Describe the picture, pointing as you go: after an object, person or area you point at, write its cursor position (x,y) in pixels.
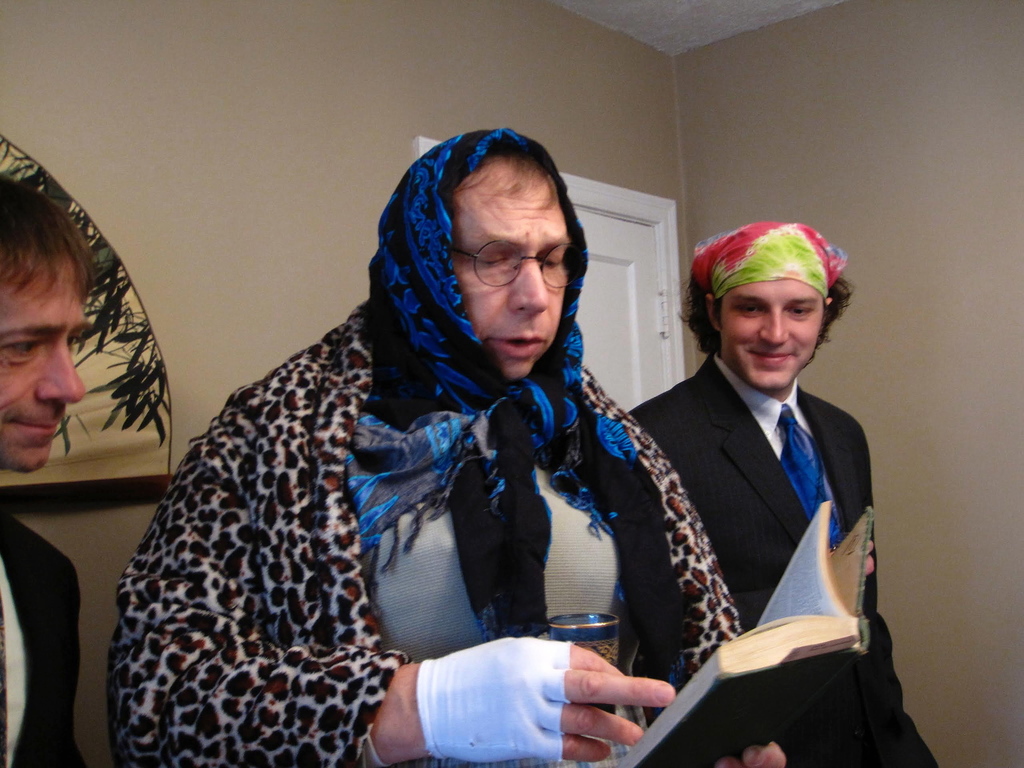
In this image there are a three people (266,574) standing one of them is holding a book (713,658) and other object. In the background (212,57) there is a wall (213,42) and a door (603,295), it seems like a painting (98,375) hanging on the wall (126,540).
